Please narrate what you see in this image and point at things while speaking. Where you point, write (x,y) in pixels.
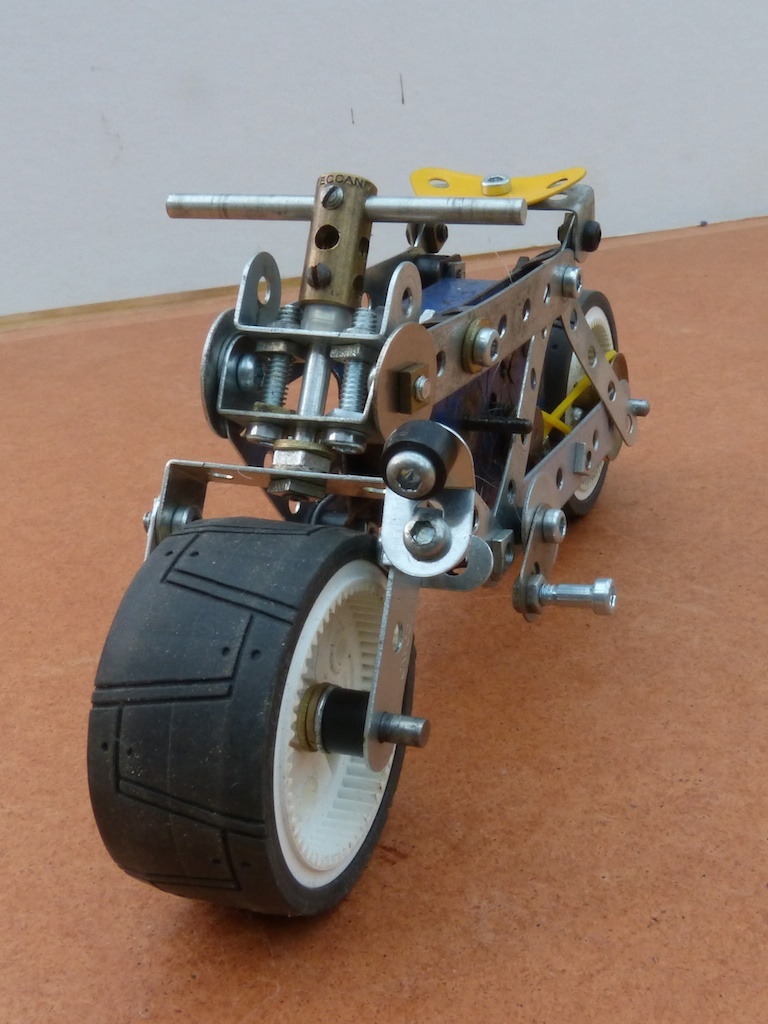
In this image there is a toy motorbike (269,438) on the wooden board (22,614), and in the background (148,91) there is a wall (328,164).
